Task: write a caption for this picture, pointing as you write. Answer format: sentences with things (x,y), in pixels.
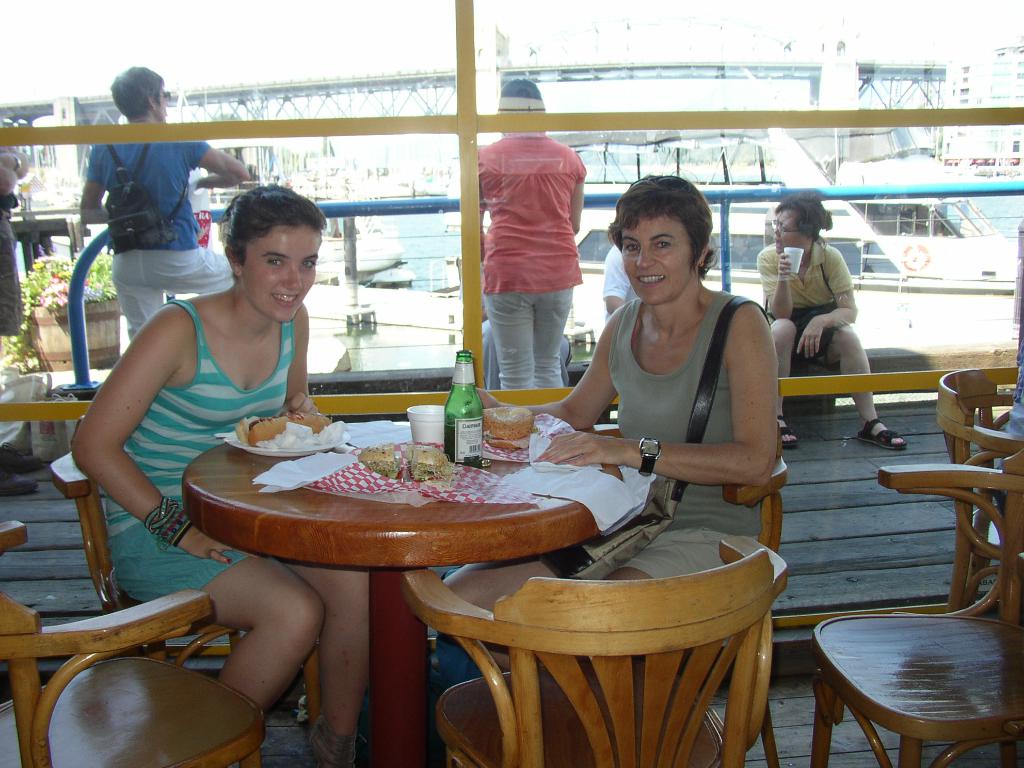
The picture is taken on a deck (901,569) it looks like a boat house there is a table (441,551) and two women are sitting in front of the table (421,516) they are having some snacks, behind them there are few other people (508,162) enjoying the view, behind them there is a ship (864,221) to the left side (38,283) there is a plant (40,295) in the background (296,107) there is a bridge (803,69), a sky (524,52), a harbor (365,178) and other buildings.
